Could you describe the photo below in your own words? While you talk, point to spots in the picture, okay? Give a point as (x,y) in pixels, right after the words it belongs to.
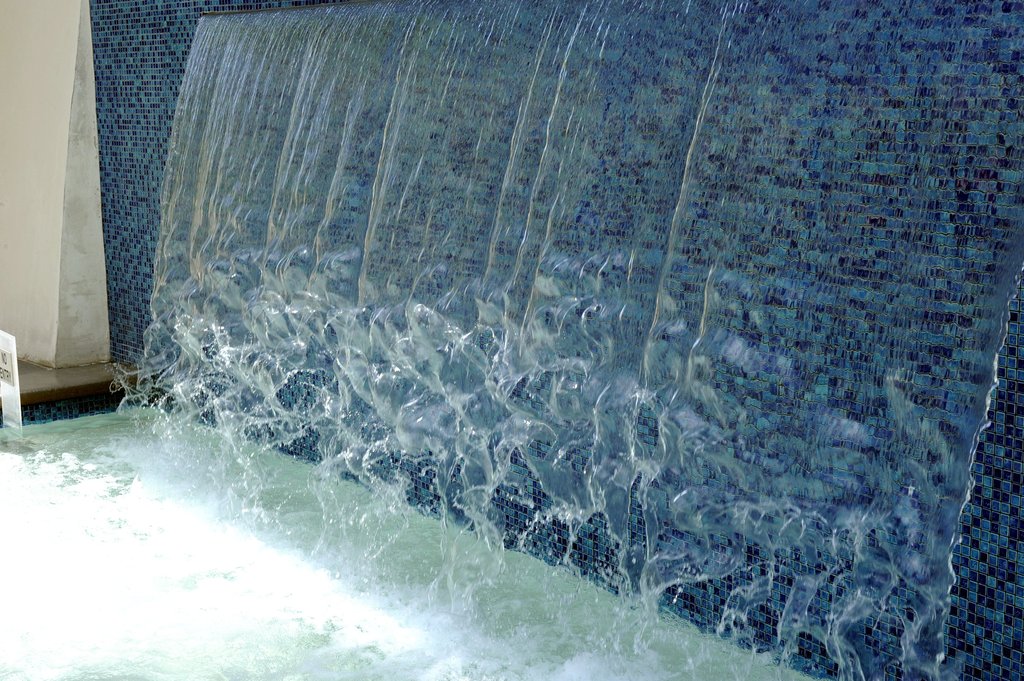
In this image we can see a waterfall (497,317), also we can see the wall (162,88), and there is a board (4,390) with text (6,369) on it.
